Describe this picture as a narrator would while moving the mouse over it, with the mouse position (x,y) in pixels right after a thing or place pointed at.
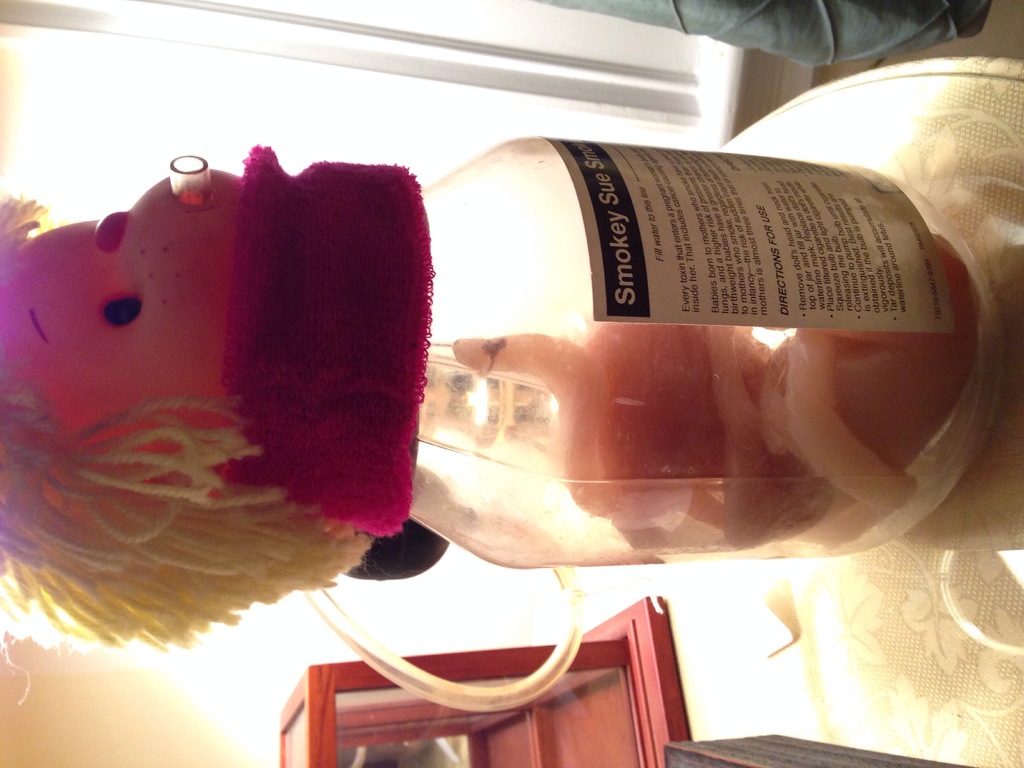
In this image in the middle (487,423) there, is a bottle (493,437) on that there is a doll (164,400), inside the bottle (587,408) there is a baby model (618,432). On the left (190,133) there is a door (232,112). At the top (815,42) there is a person (802,43). On the right (965,484) there is a table (921,558).
